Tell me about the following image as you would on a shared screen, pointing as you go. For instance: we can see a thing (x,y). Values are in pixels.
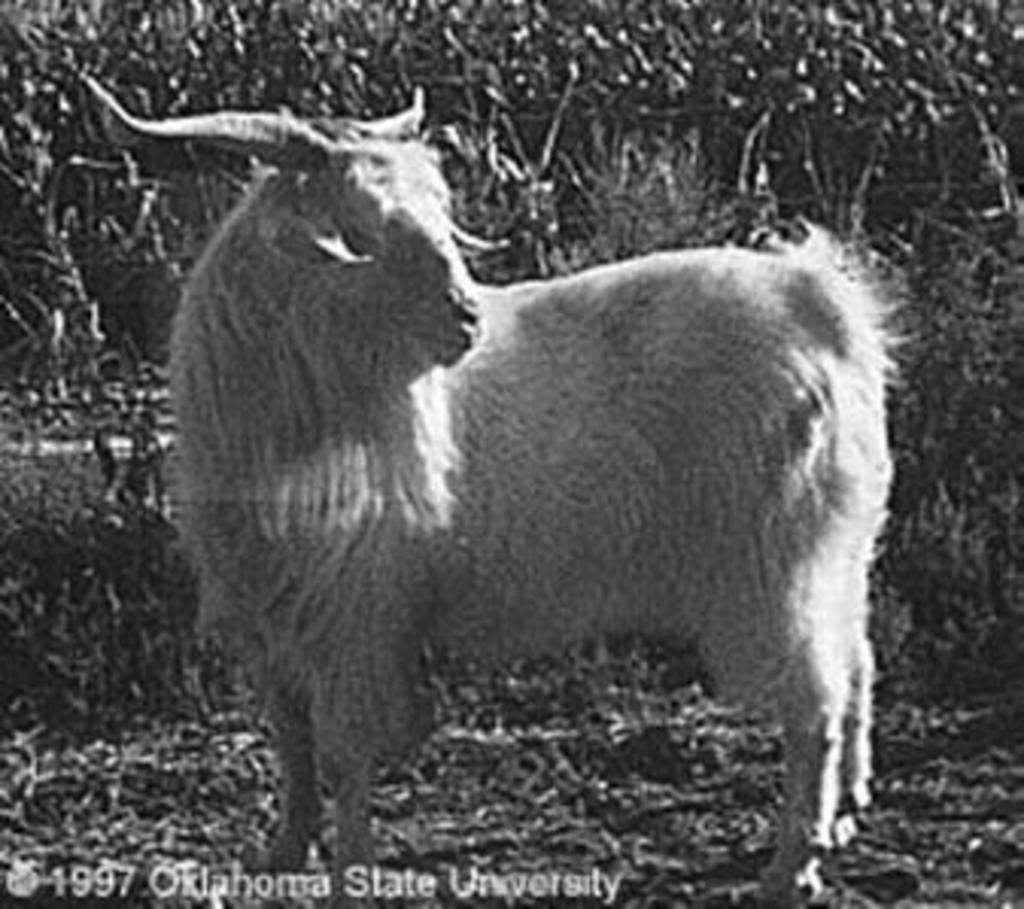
In the center of the image (443,404) we can see an animal (692,353). In the background (569,195) there are plants (722,207).
